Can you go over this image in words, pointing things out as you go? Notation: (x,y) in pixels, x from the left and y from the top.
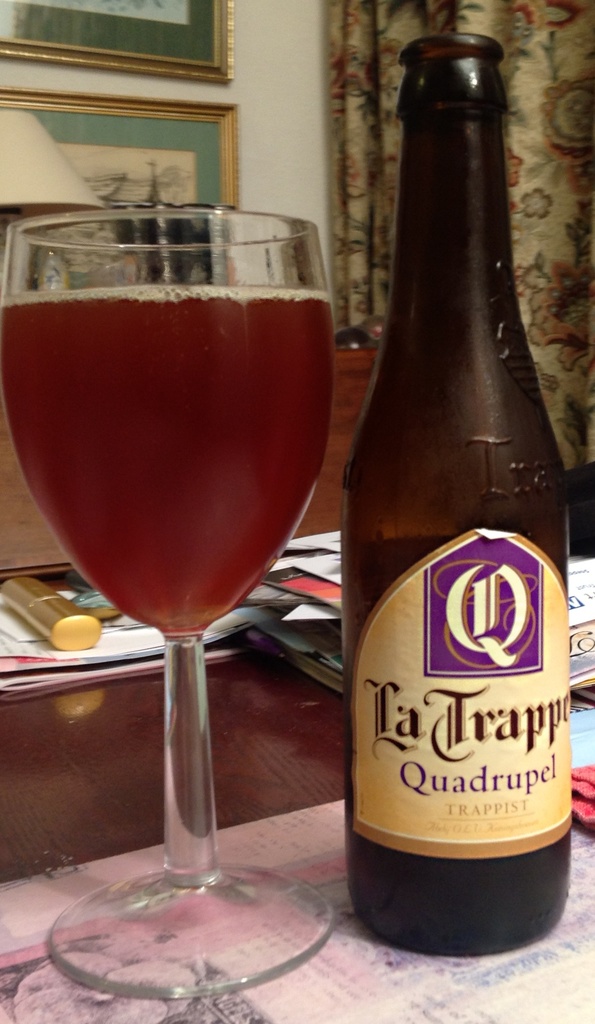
In this image, we can see a wine glass (201,579) with liquid (247,454). Beside the glass (237,504) there is a bottle (444,448) with sticker (435,726) is placed on the surface (350,992). Background (593,611) we can see few books (5,624), some objects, wall (253,67), photo frames (215,157), curtain (376,199).
